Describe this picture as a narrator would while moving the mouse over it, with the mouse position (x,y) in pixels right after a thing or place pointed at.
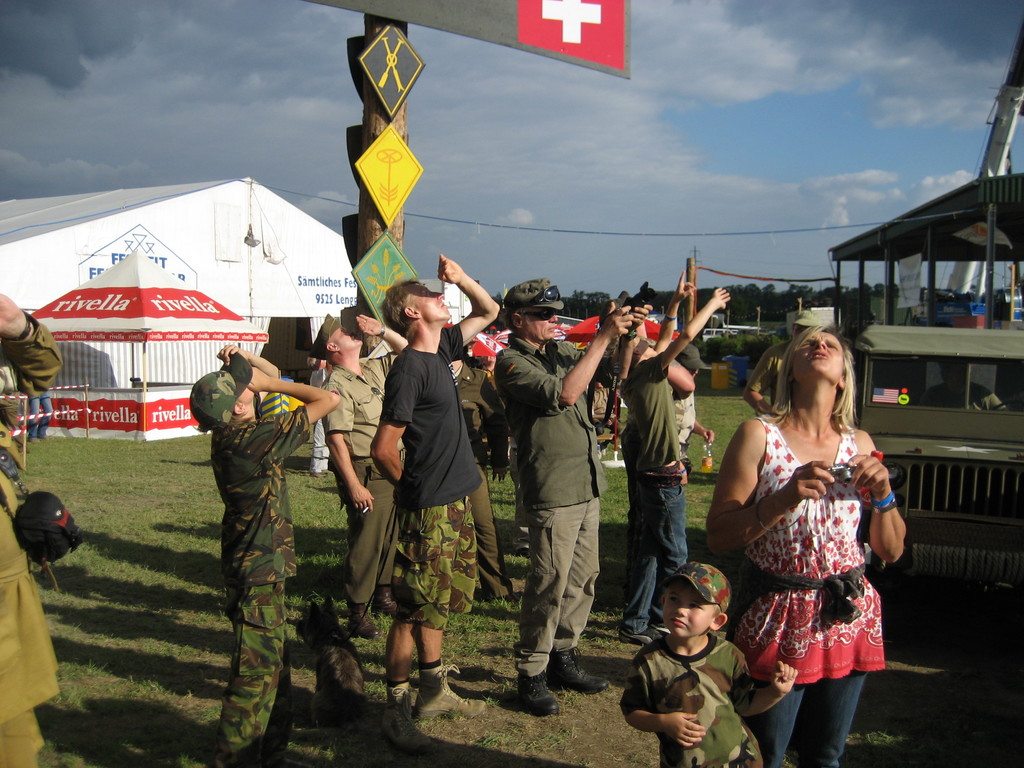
In this image, we can see people (671,510) and some are wearing uniforms (463,603) and caps (339,328) and some are holding objects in their hands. In the background (226,282), we can see sheds (897,324), trees (872,289), poles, boards (397,263), tents (578,326), some vehicles (896,450) on the ground (517,727) and at the top (690,113), there are clouds (575,96) in the sky (681,135).
